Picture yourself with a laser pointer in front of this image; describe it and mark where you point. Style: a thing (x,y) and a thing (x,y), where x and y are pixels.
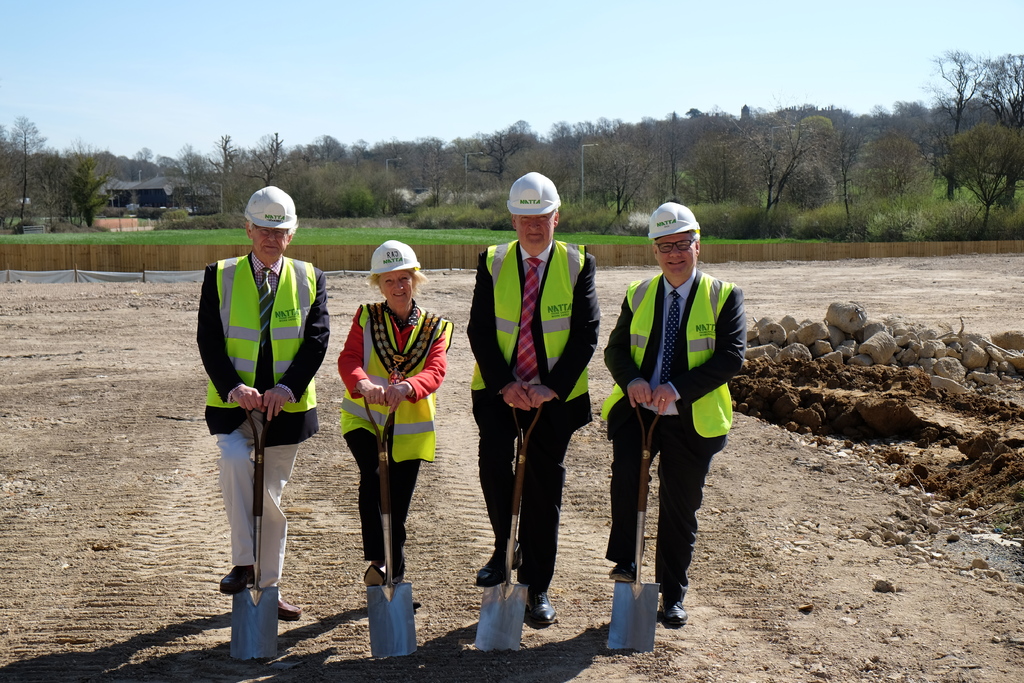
In this picture we can see four persons (445,370) are standing and holding shovels (638,535), they wore helmets (288,221), jackets (501,355) and shoes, on the right side (959,369) there are some stones (877,354), in the background (351,225) we can see some trees (312,184), grass (166,235) and a house (173,193), there is the sky (417,21) at the top of the picture (419,27), we can see soil (784,607) at the bottom (786,622).
